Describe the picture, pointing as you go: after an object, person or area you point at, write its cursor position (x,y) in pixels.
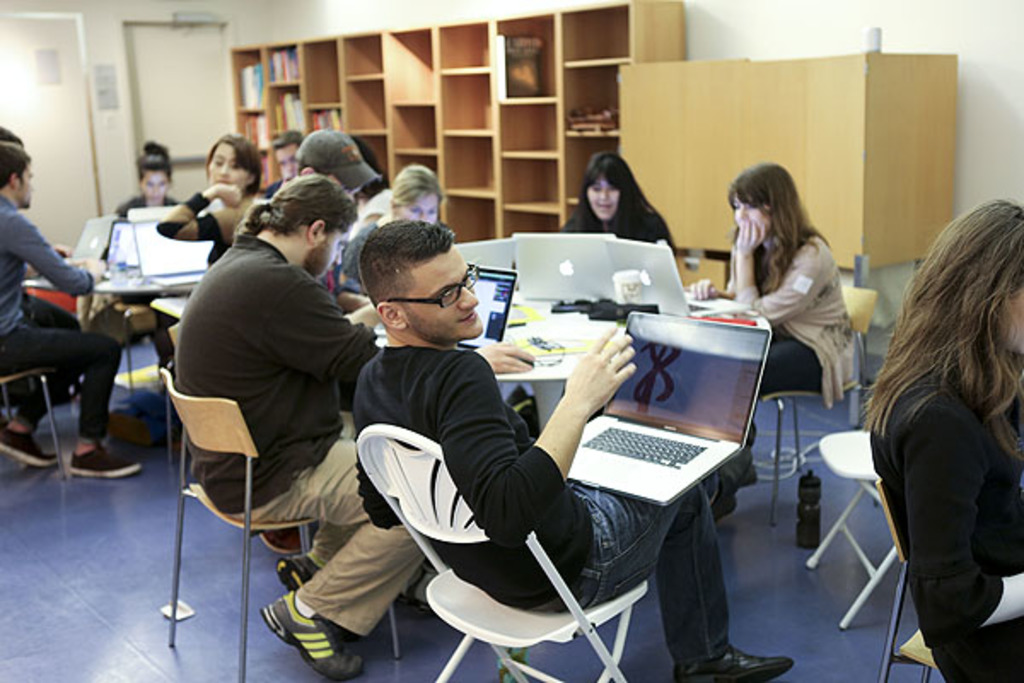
In this image I can see the group of people (372,334) sitting in front of the table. On the table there are laptops (637,314). At the back (340,84) there is a cupboard (330,47) and the books (259,84) inside the cupboard (331,73).
